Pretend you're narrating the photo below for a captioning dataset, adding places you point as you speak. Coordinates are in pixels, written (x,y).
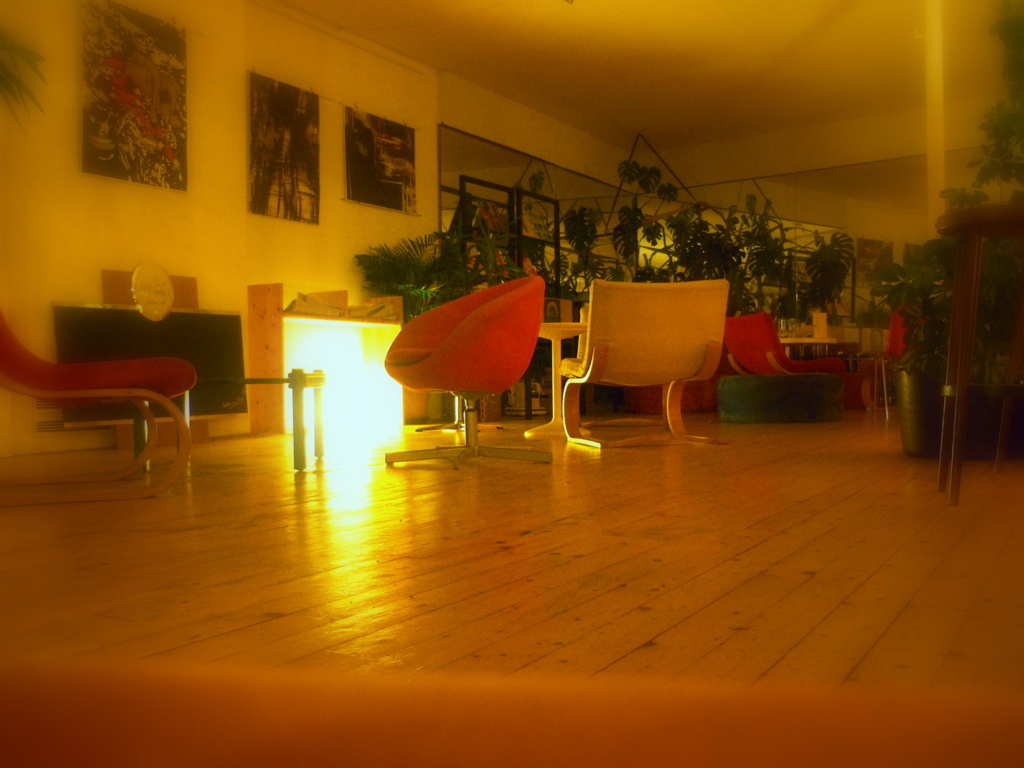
In this image we can see the inner view of a room (385,683) and we can see some chairs (582,383) and tables (554,397) and we can see some potted plants (940,355). We can see the wall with three painting frames (254,91) and some other things (319,295).
